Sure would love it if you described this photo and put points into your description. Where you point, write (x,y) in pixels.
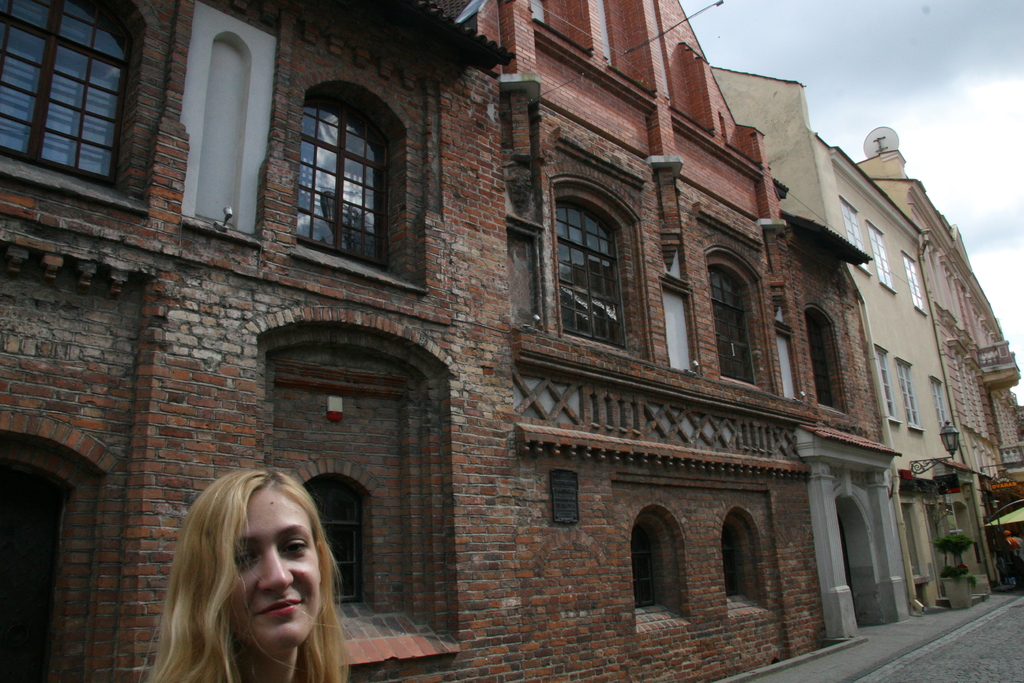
In this picture we can see a woman (221,572) is standing on the path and behind the women (231,543) there are buildings (517,322) with windows (608,250) and a cloudy sky (800,39).
